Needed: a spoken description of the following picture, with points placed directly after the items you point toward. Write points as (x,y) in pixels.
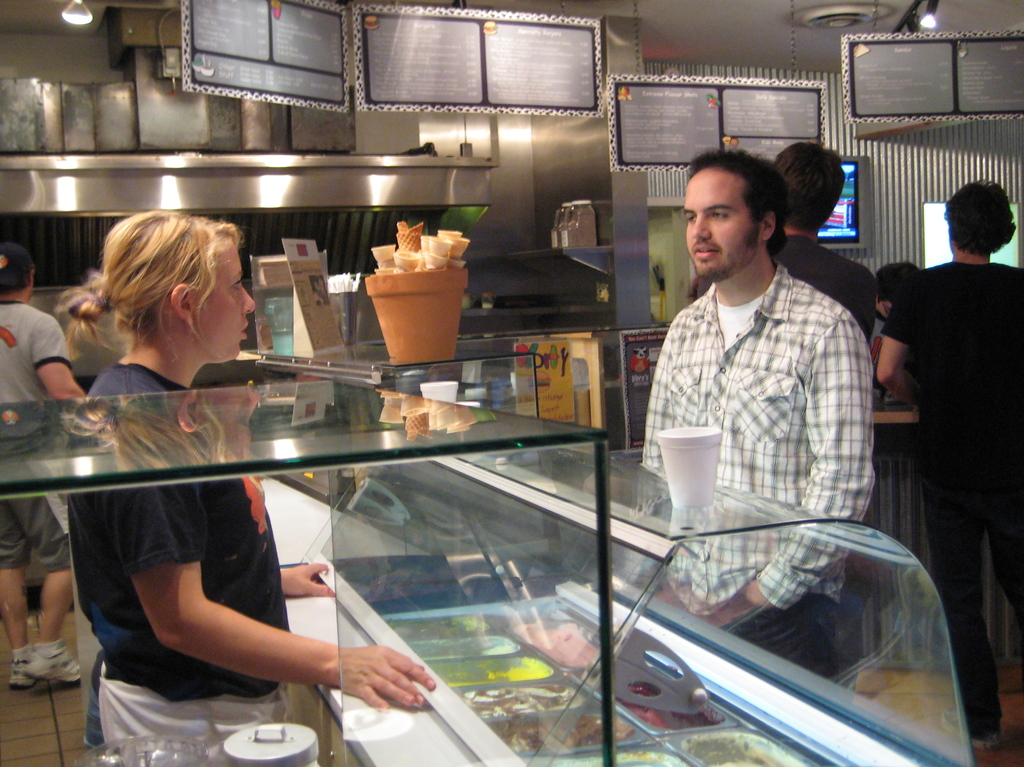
In this picture there are group of people (829,265) standing. In the foreground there is a cup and there are objects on the glass table (656,503). behind the glass (689,541) there are different food items (506,644) in the bowls (564,674). At the back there are boards (468,25) and objects (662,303) in the shelf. At the top (415,70) there are lights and there are boards (618,86) and there is text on the boards (747,107). On the right side of the image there is a screen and there are objects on the table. At the bottom (930,685) there is a floor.
